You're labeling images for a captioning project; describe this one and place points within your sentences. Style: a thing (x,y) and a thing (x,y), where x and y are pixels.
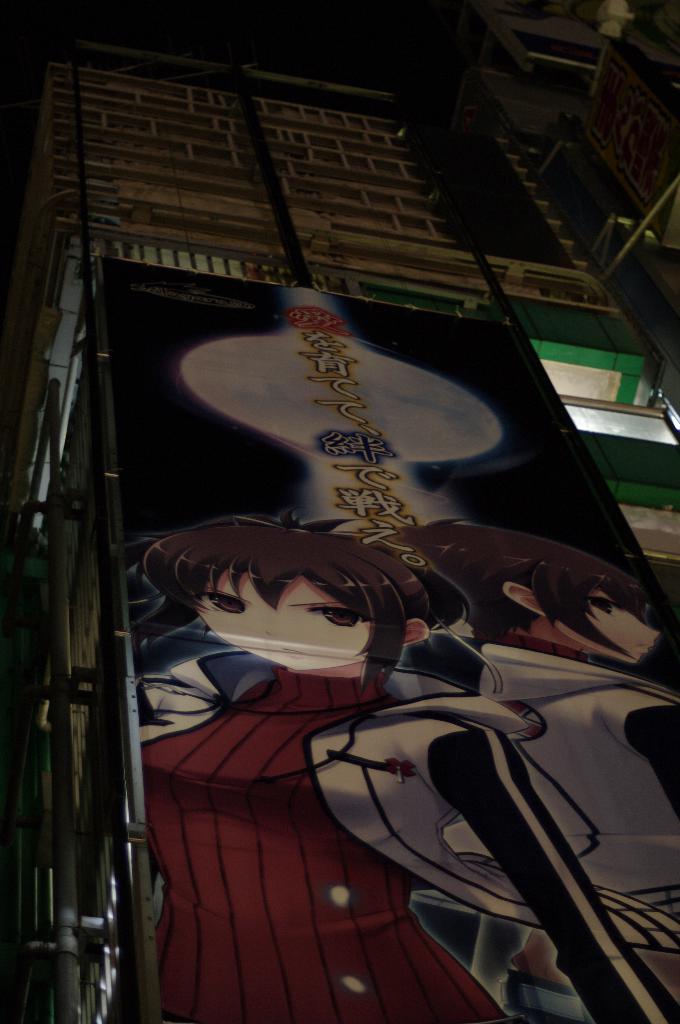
This looks like a poster (396,534), which is attached to the building (82,593). I think this is a window (604,378) with a glass door (597,416). These look like the pipes (86,232), which are attached to the building wall (409,244).
